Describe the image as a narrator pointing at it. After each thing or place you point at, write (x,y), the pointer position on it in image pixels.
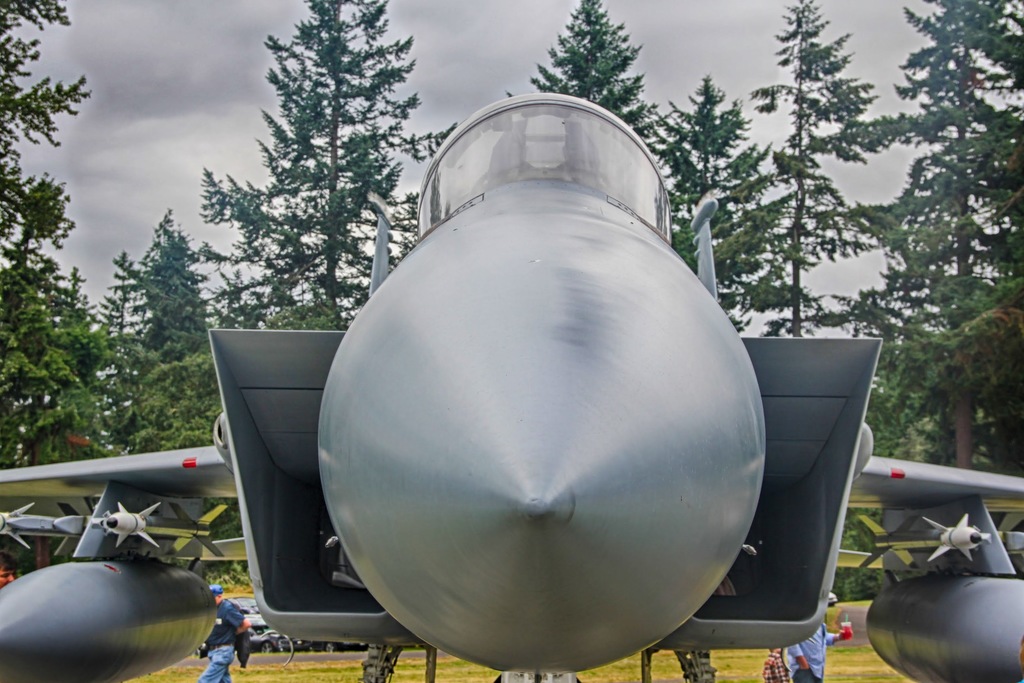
In this picture we can see an airplane (446,471), vehicles (337,647), trees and some people (236,607) on the grass (640,668) and in the background (455,75) we can see the sky (461,100) with clouds (268,53).
